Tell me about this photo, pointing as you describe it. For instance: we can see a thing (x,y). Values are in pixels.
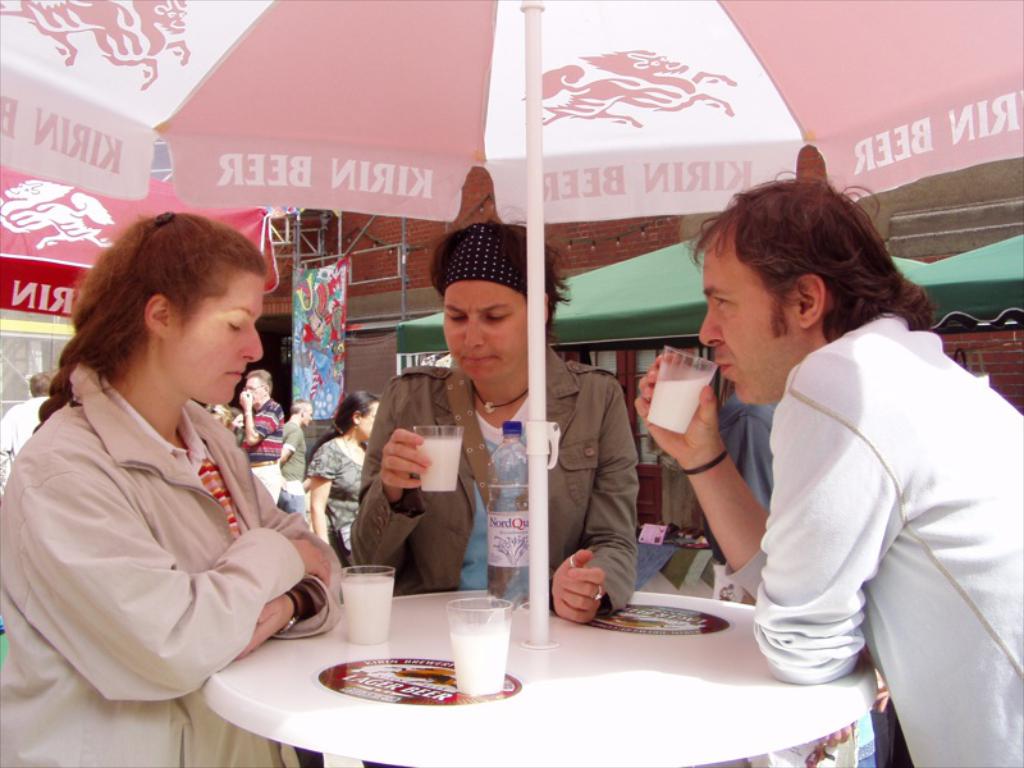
Two women (547,302) and a man (873,554) are standing at a table (391,704) with glasses (459,668) of milk (387,610) in their hand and on the table (440,641).
